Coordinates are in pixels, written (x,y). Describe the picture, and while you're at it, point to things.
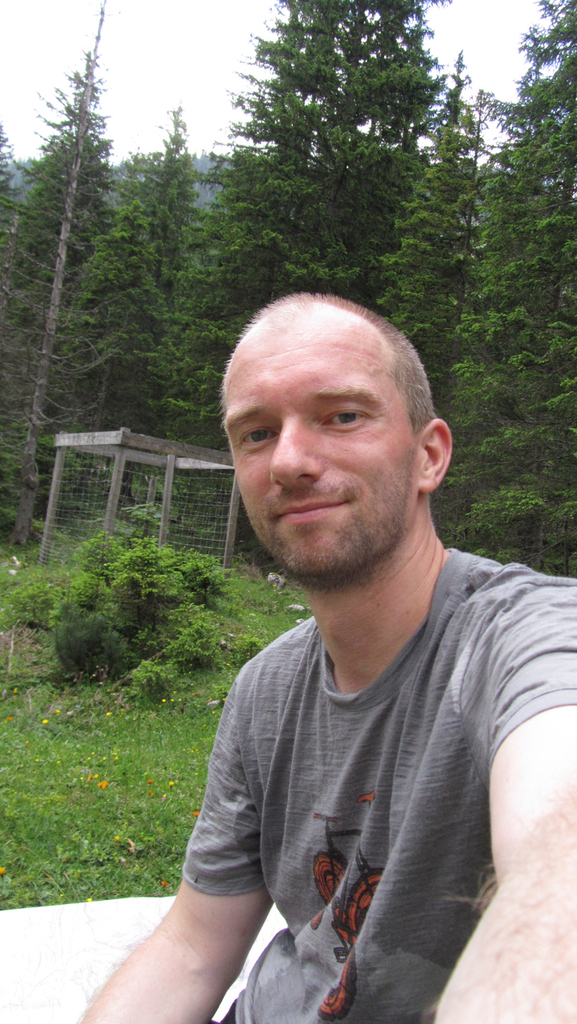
In this image there is a person (343,685), behind the person (250,519) there are trees (236,284), plants (169,563) and grass (87,761), in the middle of them there is a wooden structure (196,463) with a net (158,492). In the background (177,72) there is the sky (193,74).
